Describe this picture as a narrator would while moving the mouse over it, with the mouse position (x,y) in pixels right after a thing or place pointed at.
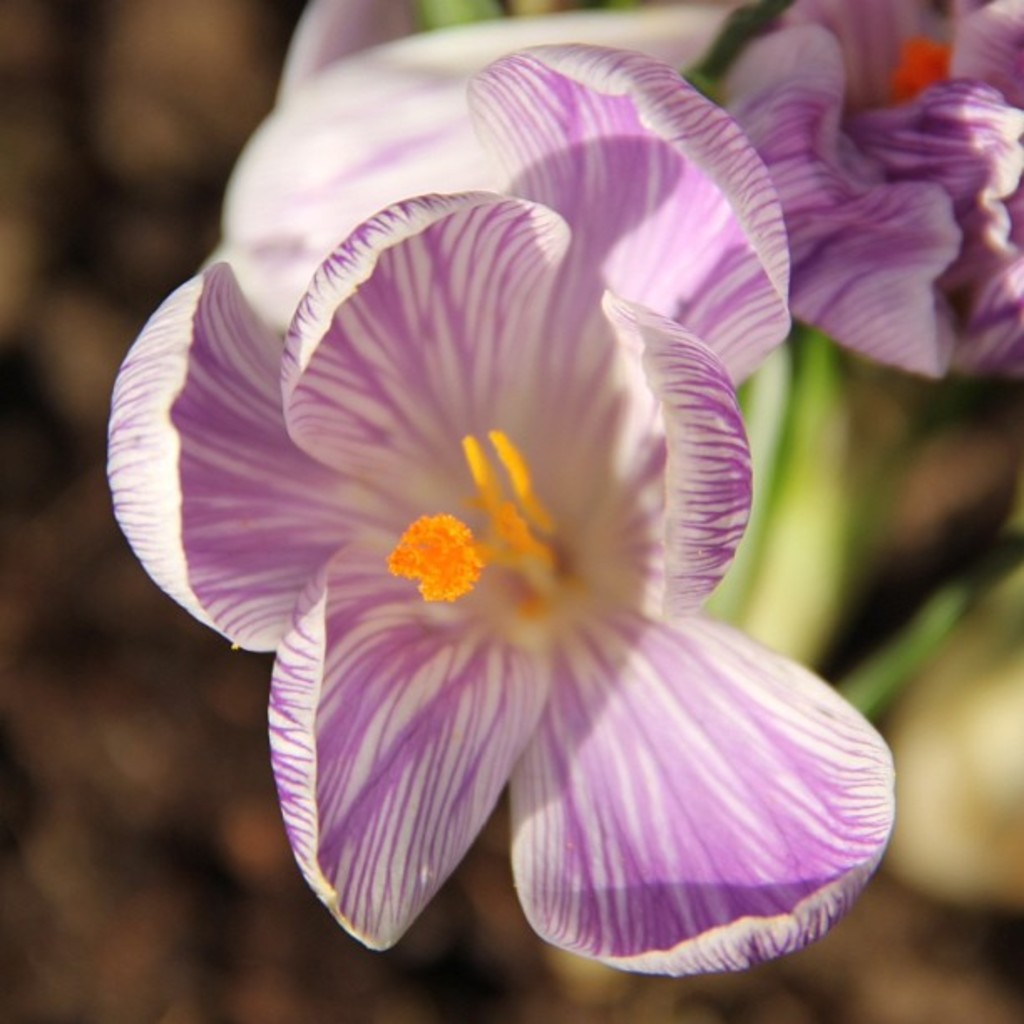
This image is taken outdoors. On the right side of the image (726,864) there is a plant (622,192) with beautiful flowers (688,433).
